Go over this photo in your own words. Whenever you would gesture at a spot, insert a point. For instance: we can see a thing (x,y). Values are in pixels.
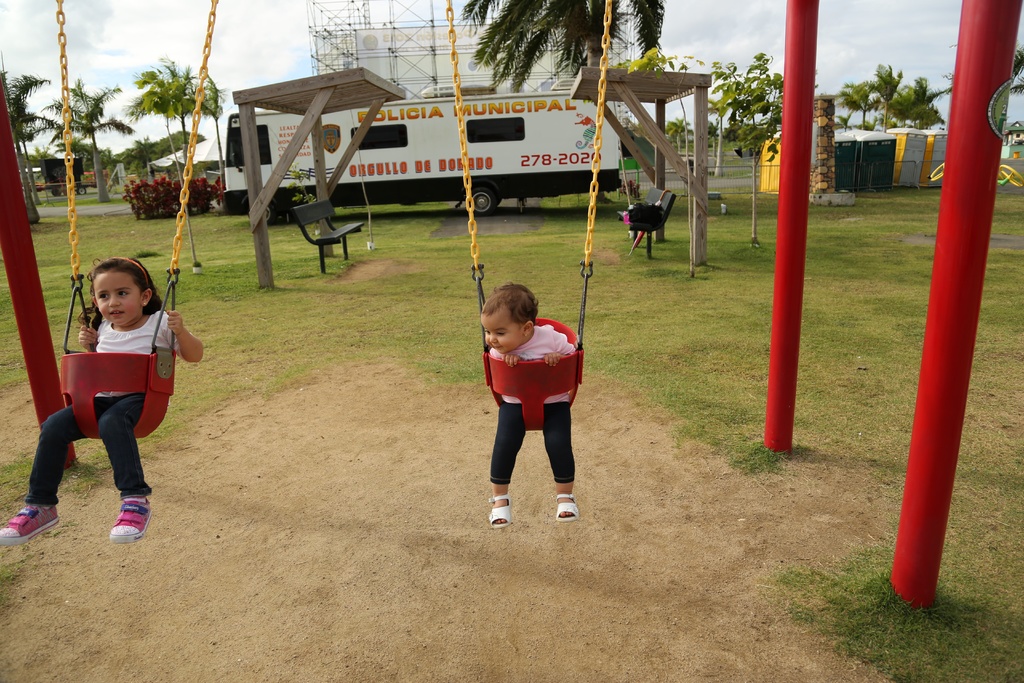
In this image, we can see a few people (149,345) sitting on objects (149,359). We can see the ground (484,525). We can see some grass (329,272), plants (637,66) and trees (637,66). We can see some vehicles (509,110). We can see the wooden sheds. We can see some benches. There are some objects (880,156) on the ground (860,218). We can also see a rock pillar (815,189). We can see a tower (409,46) and a hoarding (428,78). We can see the sky (293,24) with clouds (237,20).
